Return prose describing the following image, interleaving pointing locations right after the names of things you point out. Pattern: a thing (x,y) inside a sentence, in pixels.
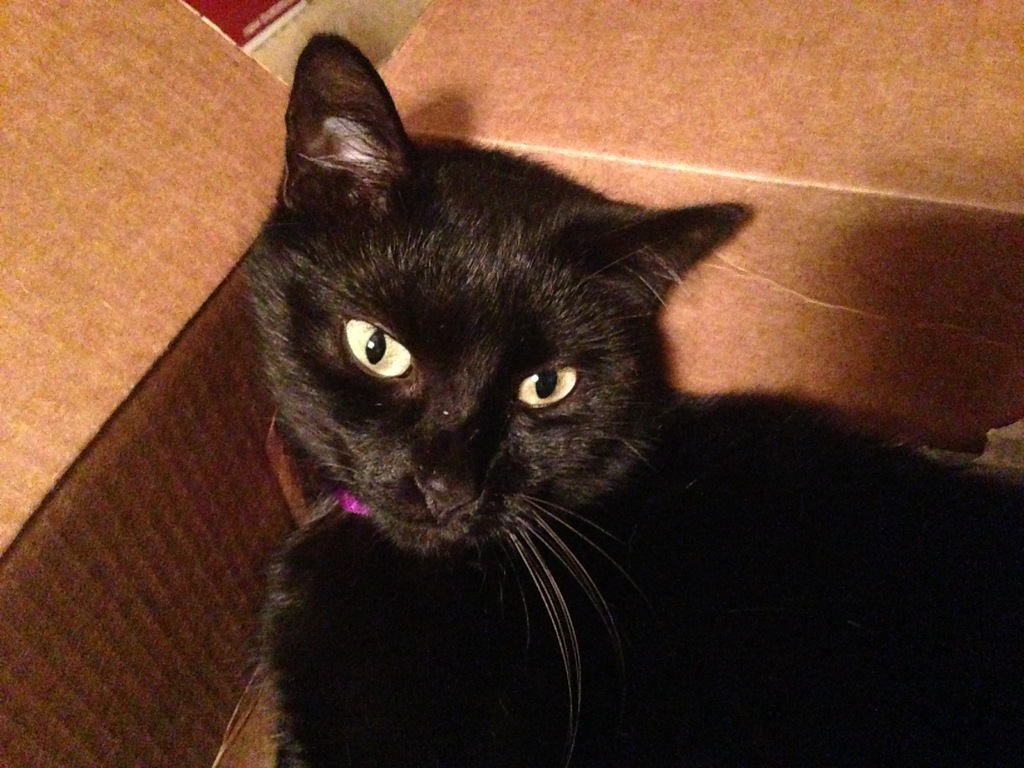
In the foreground of this image (505,509), there is a black cat (454,666) in a cardboard box (187,583).
